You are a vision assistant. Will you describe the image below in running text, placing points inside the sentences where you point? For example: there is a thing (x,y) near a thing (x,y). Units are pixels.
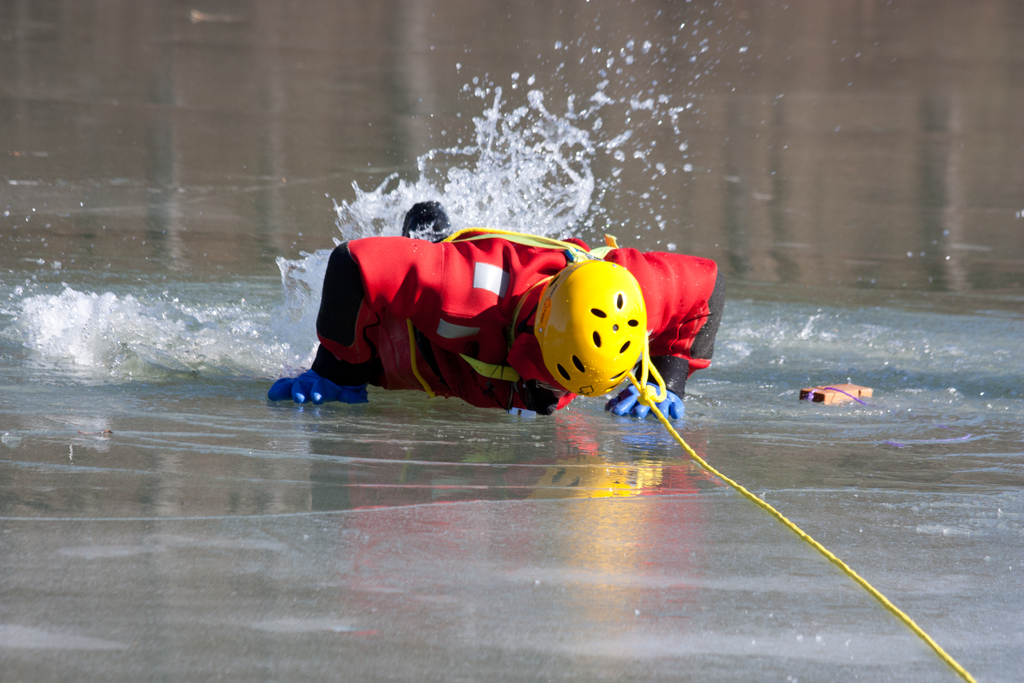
In this image we can see a person (525,350) pushing up on the ice (464,461). There is a rope (650,407). In the background (694,159) we can see water (177,230).
